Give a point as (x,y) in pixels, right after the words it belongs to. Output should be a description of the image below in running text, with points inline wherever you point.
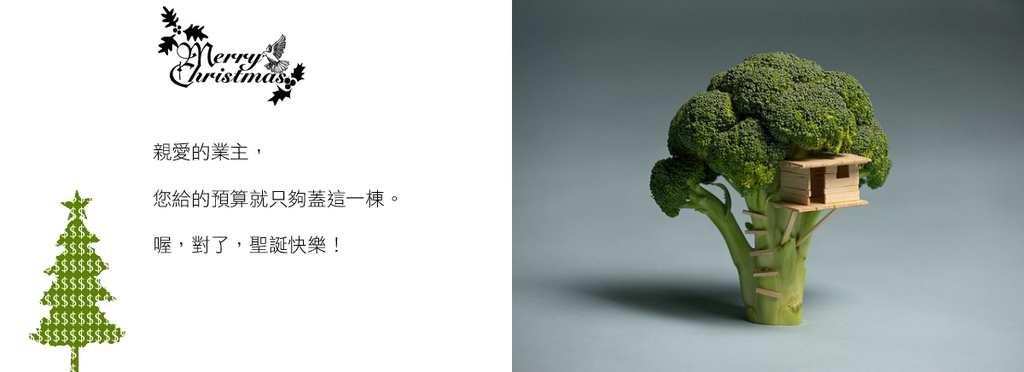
In this image I can see a text (187,152) in the middle (355,208) and I can see a Christmas tree image (75,282) visible on the left side (58,287) and on the right side (750,148) I can see a broc coli plant (781,212) and on the plant (878,173) I can see a wooden object (820,191) kept on it
